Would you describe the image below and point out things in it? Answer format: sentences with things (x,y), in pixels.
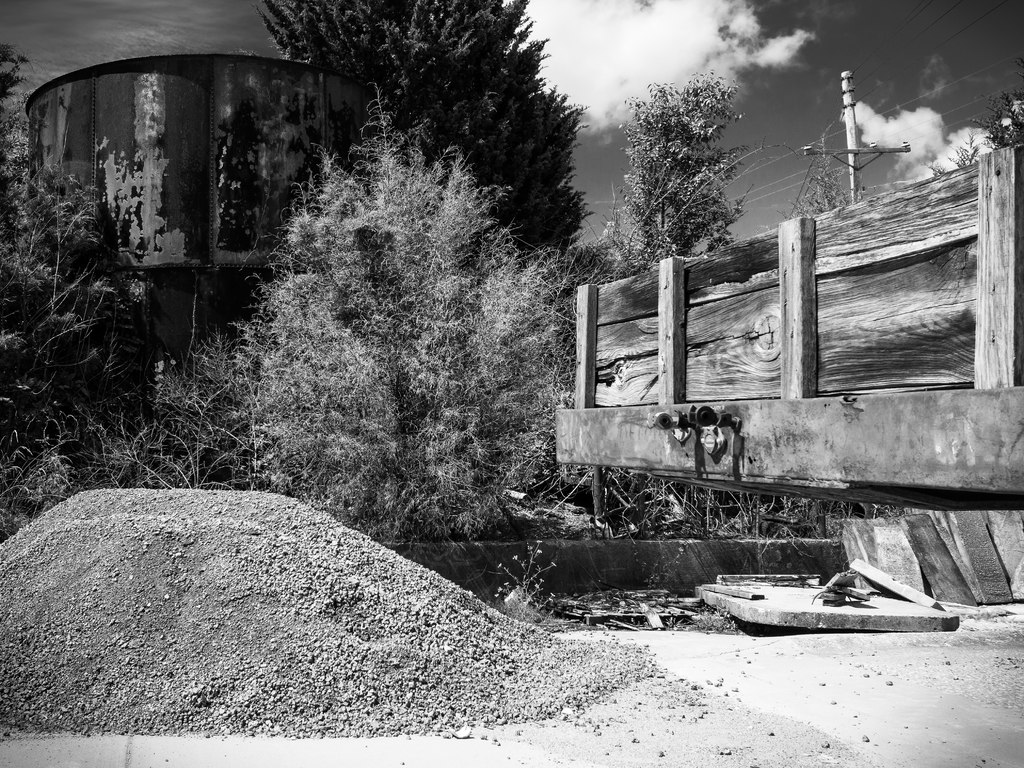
This is a black and white image. In the foreground (728,700) we can see the gravels (398,649) and there are some objects (875,575) placed on the ground (955,723). In the center (621,326) we can see the wooden planks (854,324), cables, pole (856,102), trees (427,174) and plants (435,426). In the background (233,44) there is a sky (116,17) and some object (204,148).
